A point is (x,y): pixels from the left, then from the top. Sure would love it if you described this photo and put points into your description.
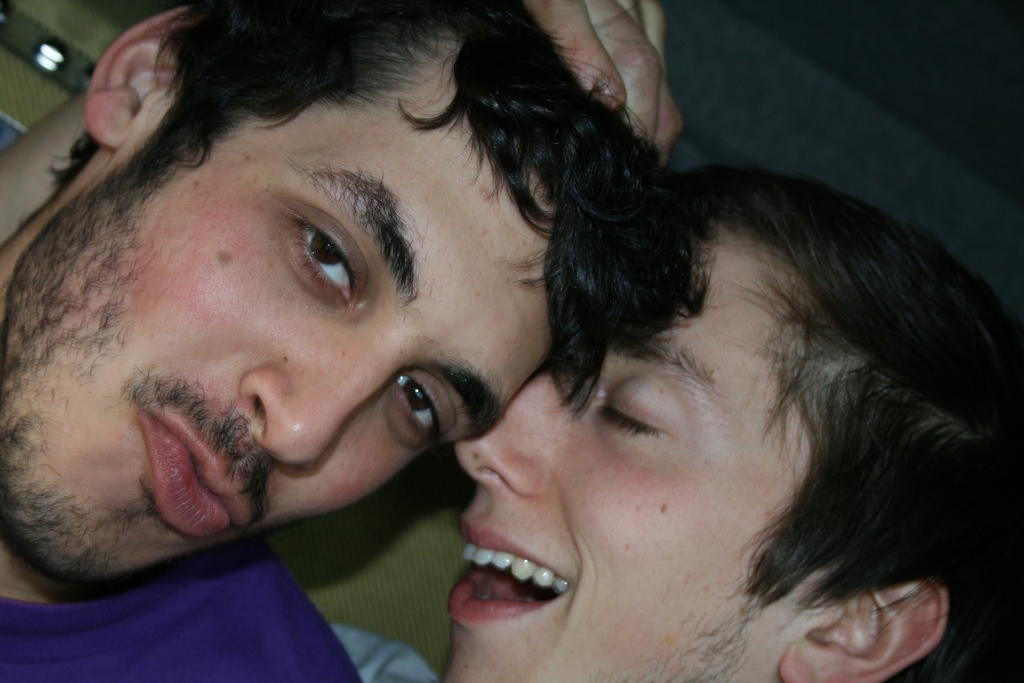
In this picture we can see few people (591,487), in the background (49,67) we can find few lights (41,60).
